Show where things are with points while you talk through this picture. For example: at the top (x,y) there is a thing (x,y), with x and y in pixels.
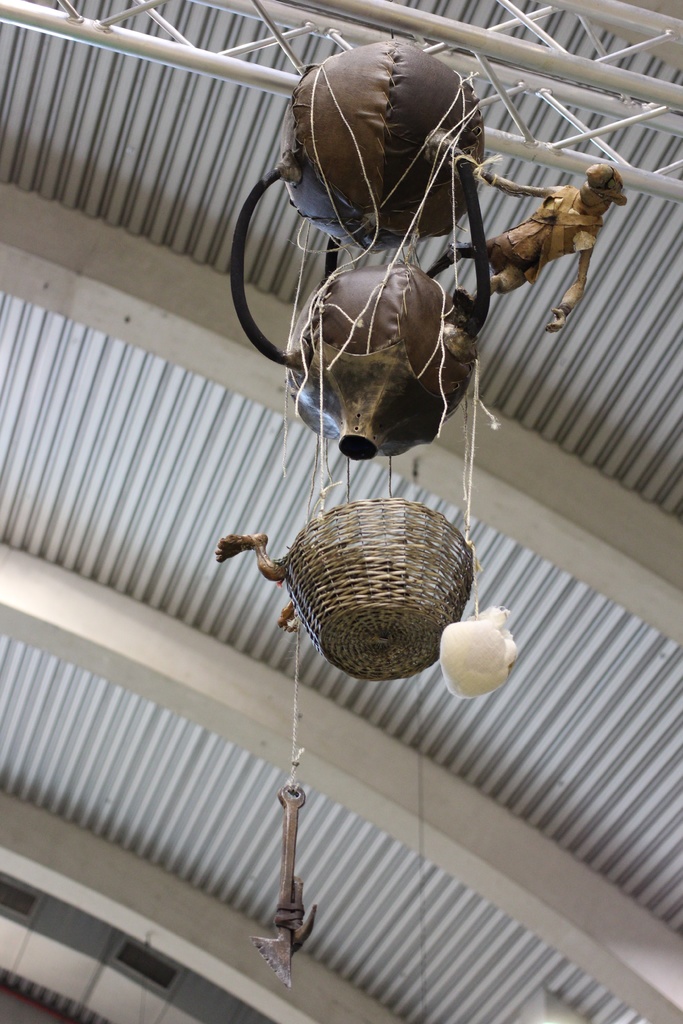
In this image I can see in the middle (375,638) there are decorative things (356,291), at the top (582,67) there are metal rods (555,58). In the background (49,506) it looks there are metal sheets (479,528).
